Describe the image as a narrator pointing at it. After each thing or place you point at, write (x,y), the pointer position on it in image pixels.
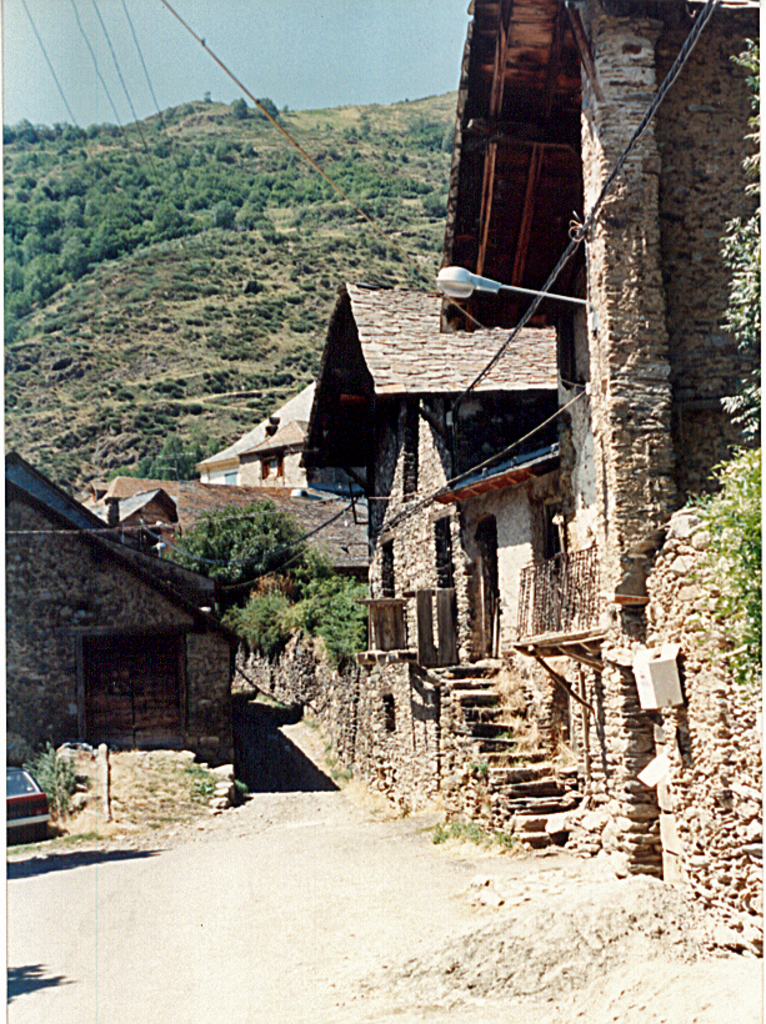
In this image there are many buildings (342,518), trees (342,612), plants (317,610), hills (190,389). These are the stairs (466,708).
